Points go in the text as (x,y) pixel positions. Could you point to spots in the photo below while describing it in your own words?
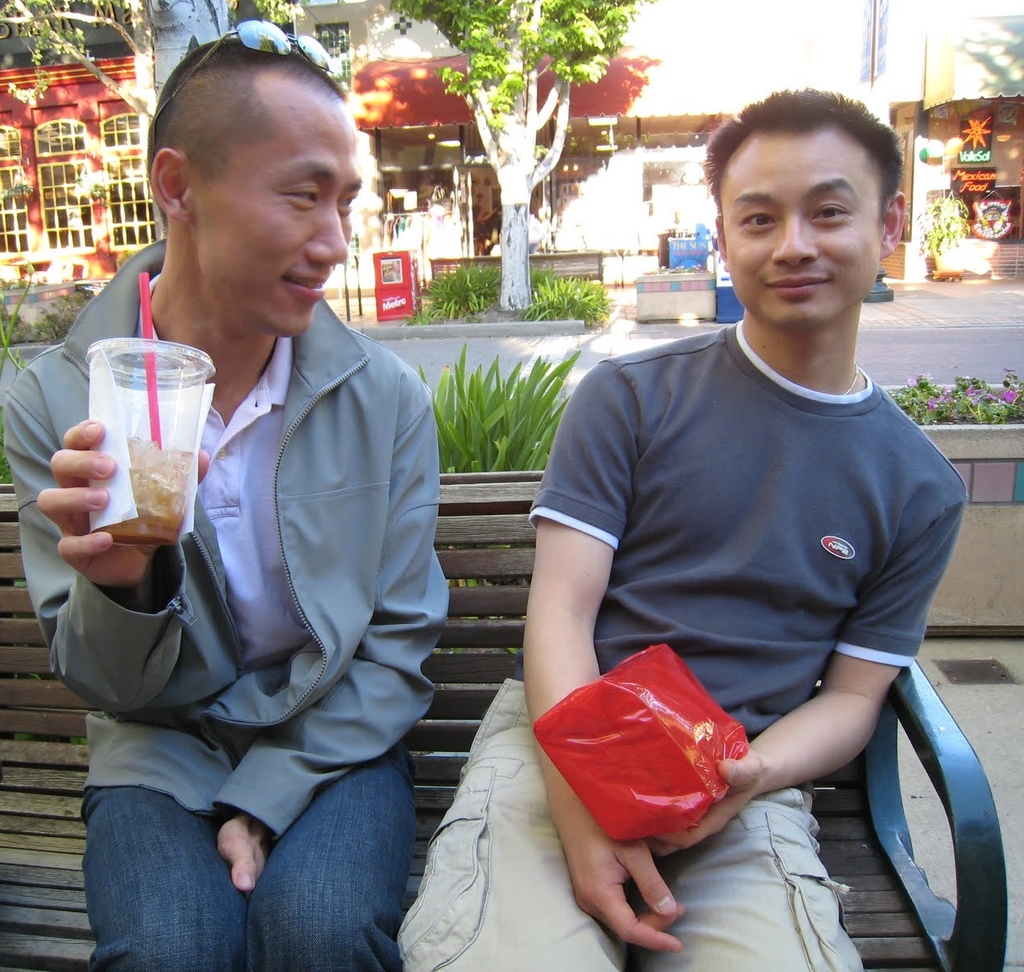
In the front of the image (378,592) two people (353,564) are sitting on a bench (485,606) and holding objects (174,353). In the background of the image (937,424) there are stores (902,119), boards (969,175), plants (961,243), trees (514,30) and objects (692,301).
